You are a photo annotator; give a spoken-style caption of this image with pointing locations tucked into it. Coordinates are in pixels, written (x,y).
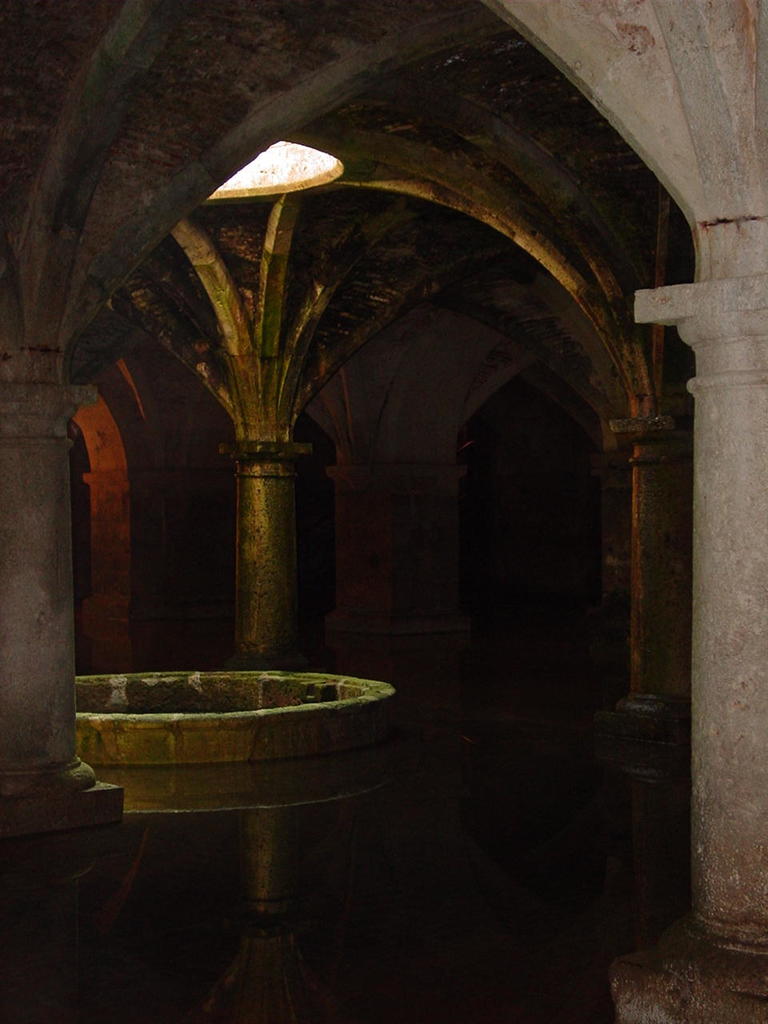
This image is taken in the building (456,399). In the center (267,671) there is a well (228,673) and we can see pillars (739,874).
